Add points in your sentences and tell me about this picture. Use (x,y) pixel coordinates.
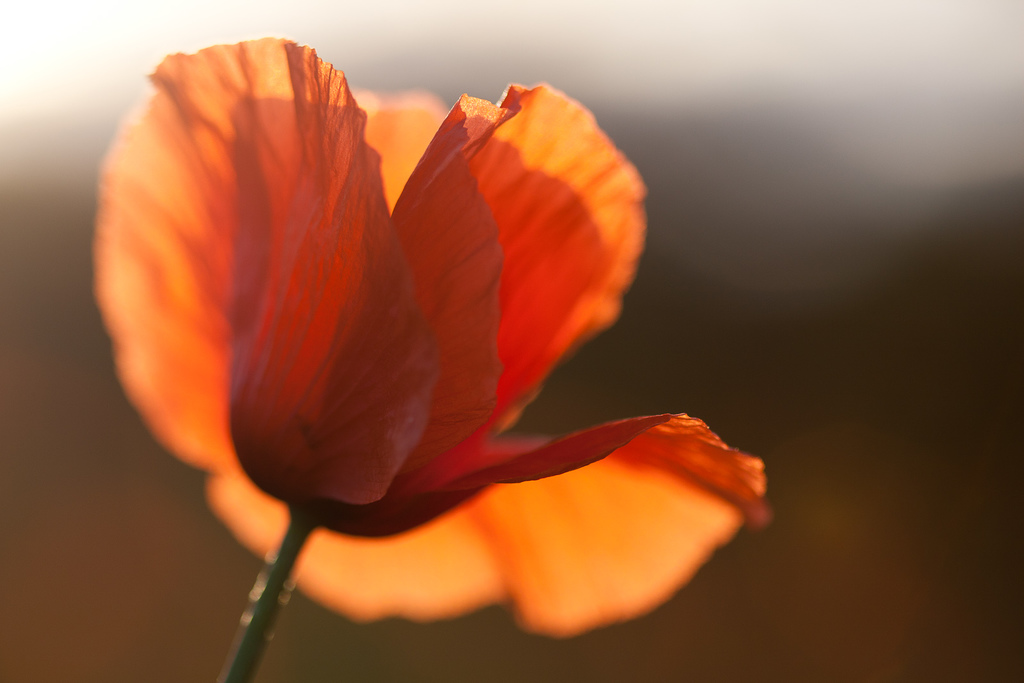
In this image we can see a flower (365,447) which is in saffron color.
